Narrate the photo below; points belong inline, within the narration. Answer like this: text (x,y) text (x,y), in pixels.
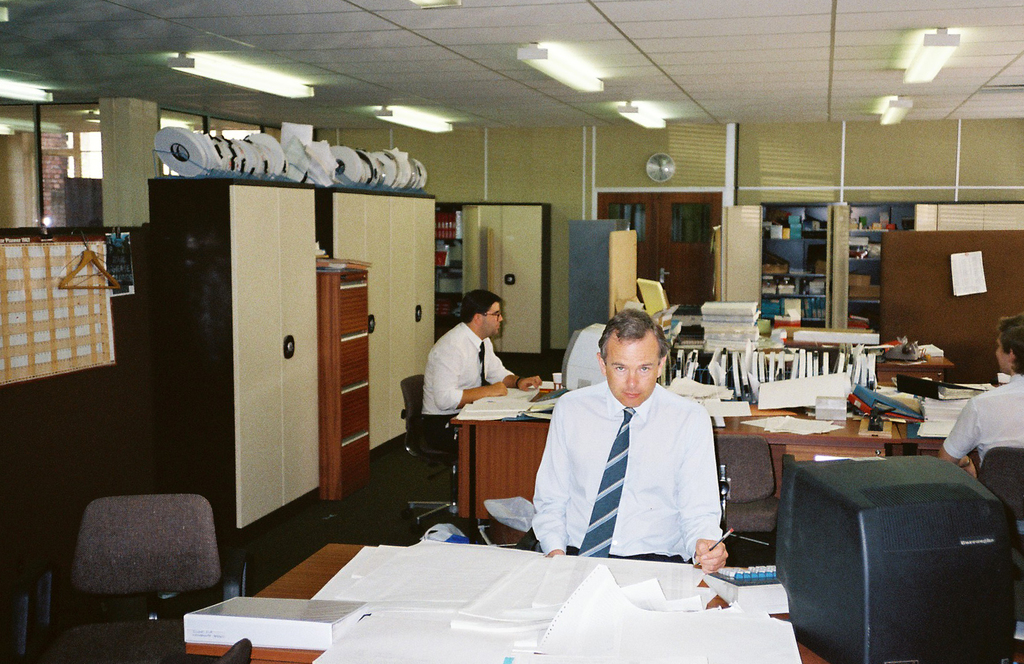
In this image there are people (652,520) sitting on the chairs (456,491). In front of them there are tables (685,602). On top of it there are papers (468,596), books (281,640), computers (844,492) and a few other objects (810,362). There are wooden wardrobes (209,329) and there are some other objects (904,250). On top of the wardrobes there are a few objects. In the background of the image (684,226) there is a closed door (678,252). There are some objects (765,286) on the shelves (781,262). There is a clock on the wall (706,139). On top of the image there are lights (10,88).
